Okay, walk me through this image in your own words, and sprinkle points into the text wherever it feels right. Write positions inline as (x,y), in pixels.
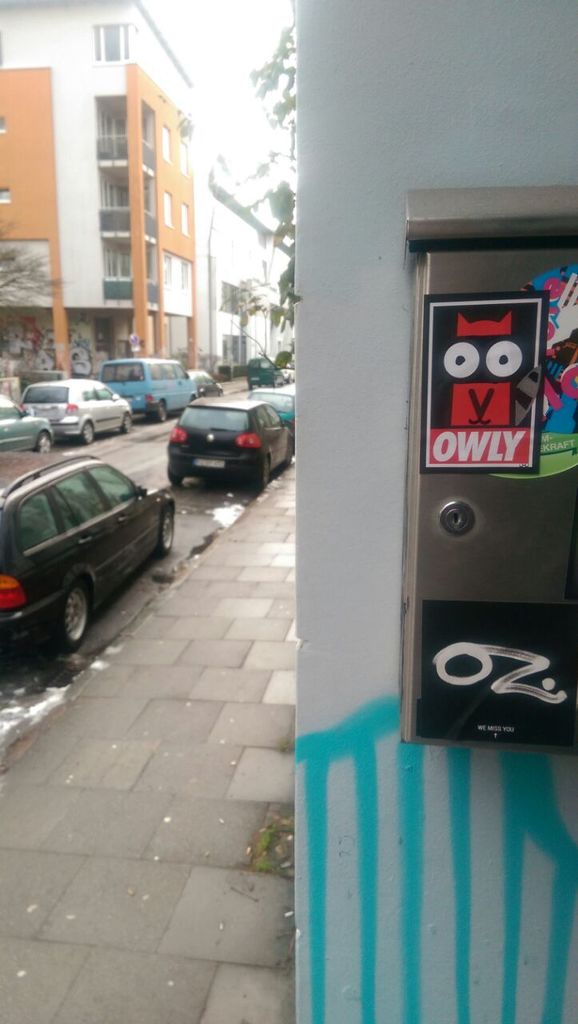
In this image we can see buildings (18,32). On the left (111,544) there are cars (281,424) on the road (168,472). In the background (252,55) there are trees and sky (233,69).
